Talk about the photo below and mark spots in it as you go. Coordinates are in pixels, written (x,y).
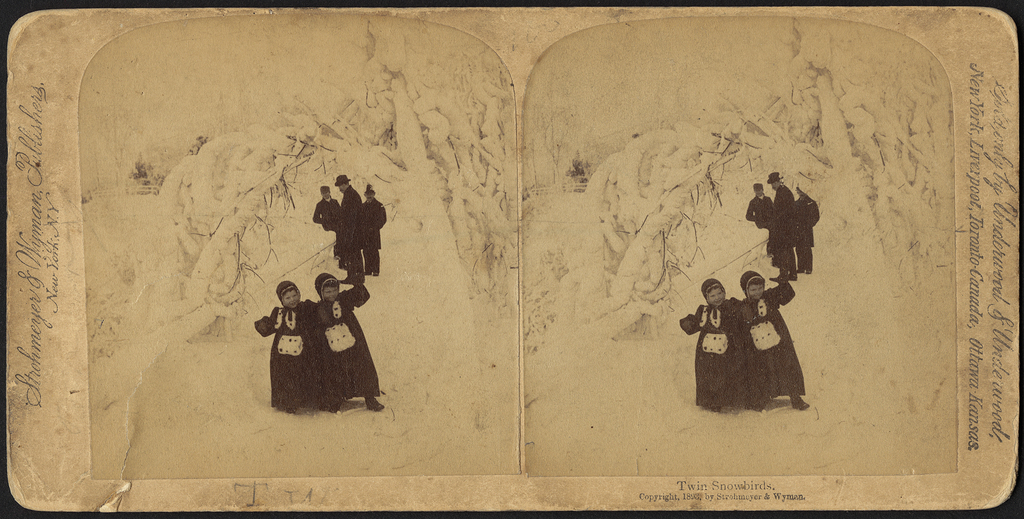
In this black and white image I can see a mirror reflection like paper (199,59) with two similar sides (649,239) with two kids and three people (372,244) standing behind the kids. I can see some text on the right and left sides of the image along with the bottom.
